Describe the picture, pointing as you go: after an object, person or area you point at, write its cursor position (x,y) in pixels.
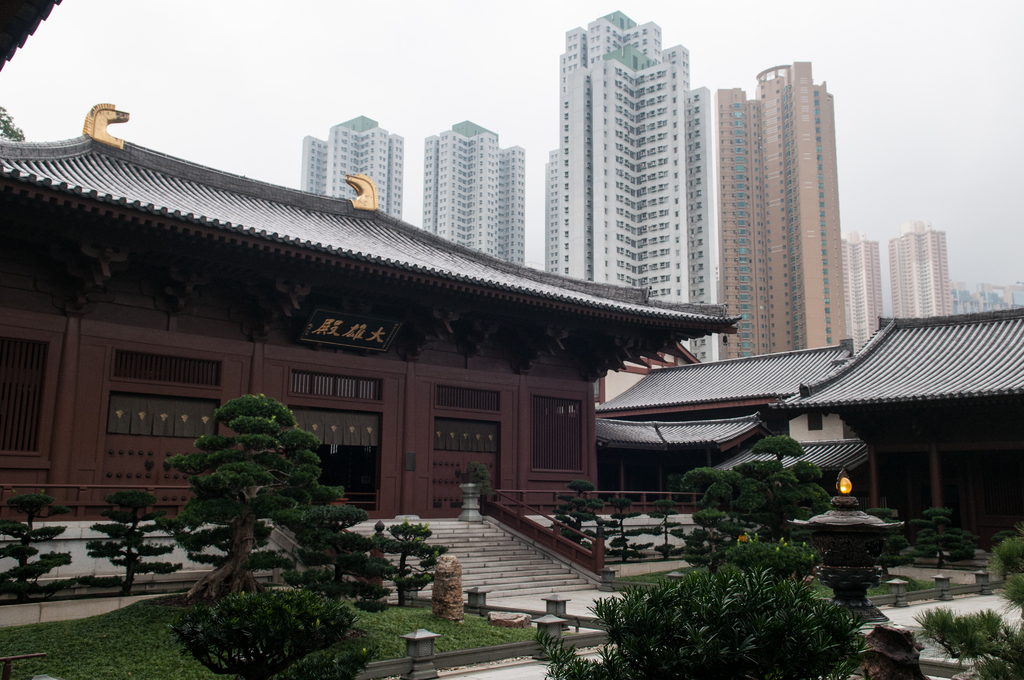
In the front of the image (456,619) I can see Chinese ancient architectures (510,437), board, plants (993,630), grass (418,612), lights (484,604), steps (547,555) and railings (152,486). In the background of the image (861,309) there are buildings (867,243) and sky (536,53).
